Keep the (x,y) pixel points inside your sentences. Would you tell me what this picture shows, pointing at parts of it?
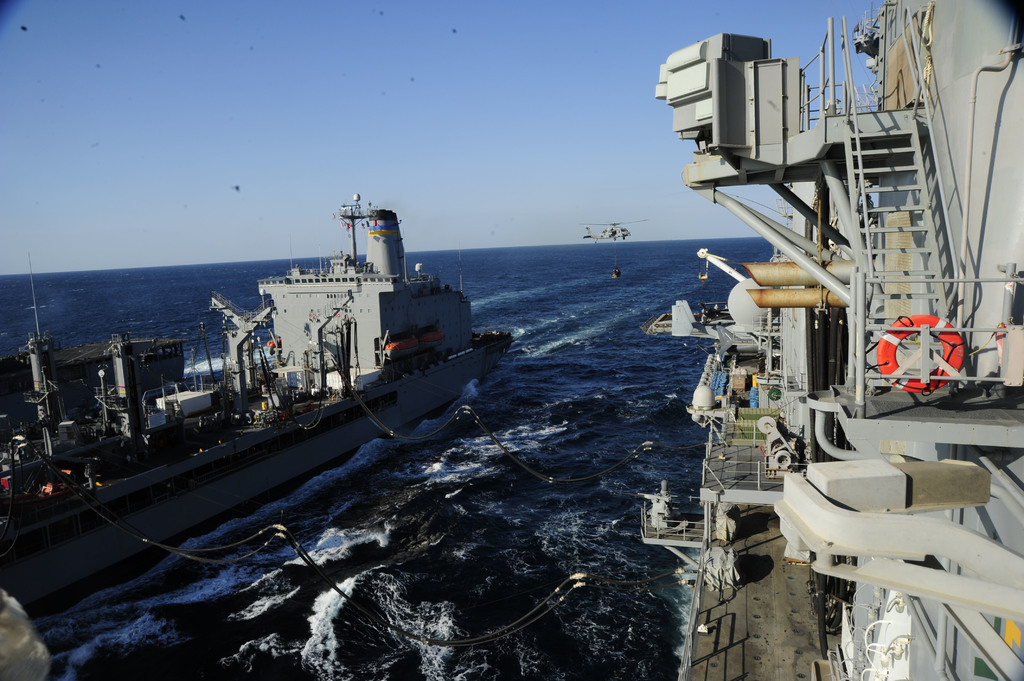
In this image we can see ships (929,414) on the water (561,399). In the background of the image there is a helicopter (590,224) in the air (621,150). At the top of the image (588,168) there is the sky (408,190). At the bottom of the image (463,612) there is water (463,612). On the left side (28,666) bottom of the image (3,608) there is an object (21,655).
